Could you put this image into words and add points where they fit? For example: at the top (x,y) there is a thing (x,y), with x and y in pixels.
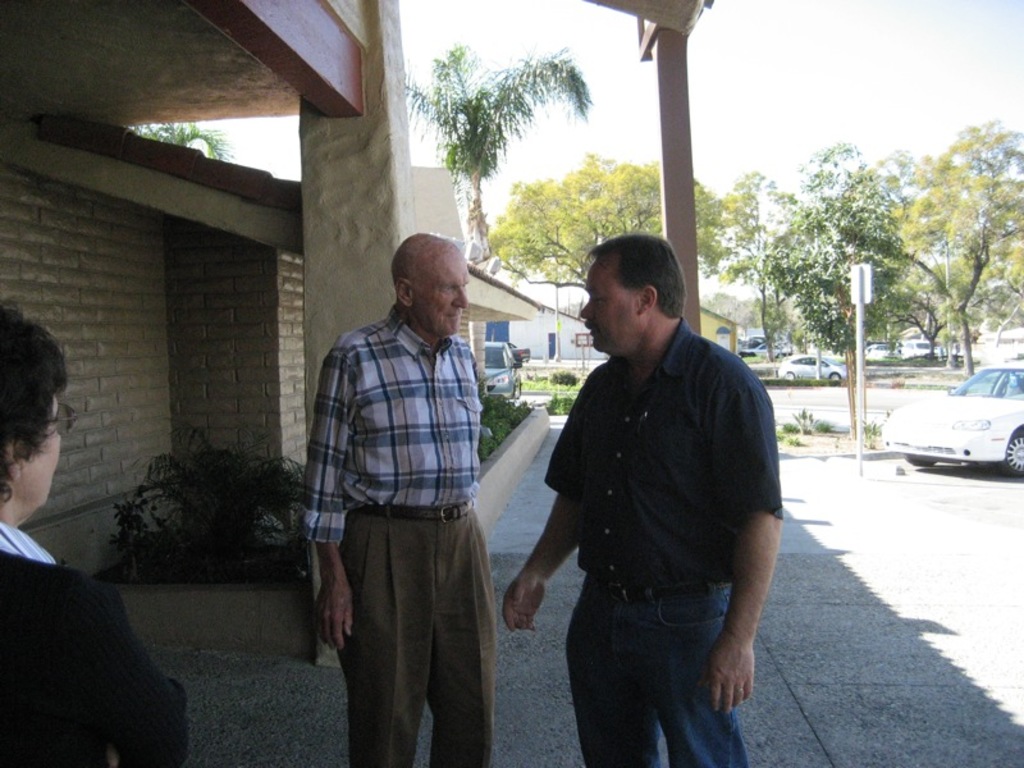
There are three people (584,646) standing and we can see plants (483,448), board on pole (863,458) and wall (317,379). Background (1020,391) we can see vehicles (961,436), trees (594,222) and sky (888,69).
